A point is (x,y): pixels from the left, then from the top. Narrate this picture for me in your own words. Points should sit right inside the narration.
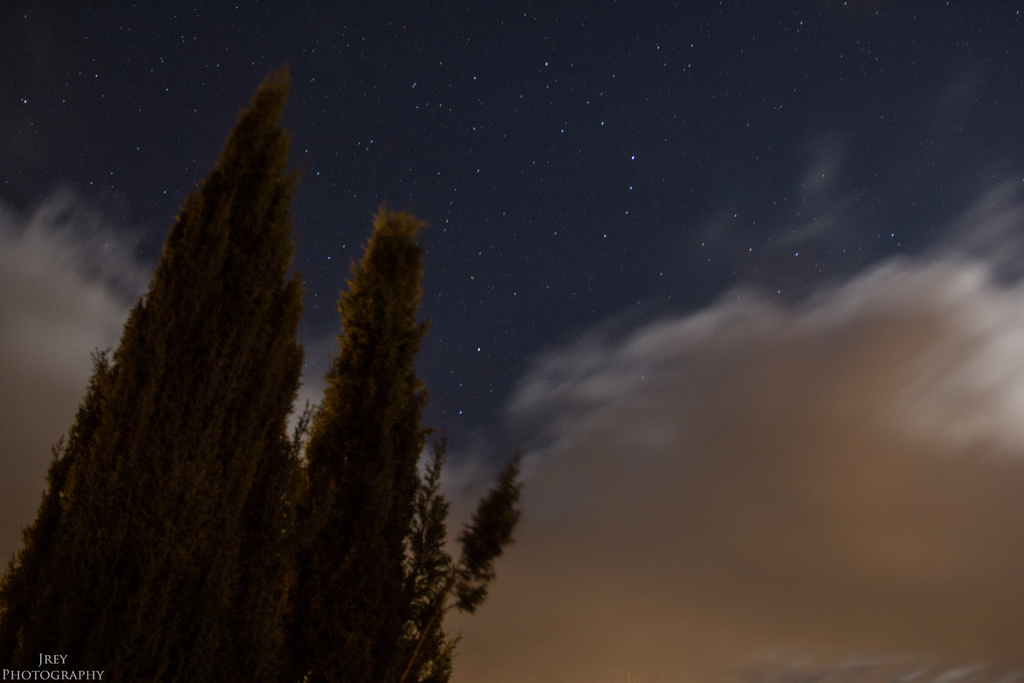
In this image on the left (268,446) there are trees (368,525). The sky (542,457) is cloud (641,406). There are stars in the sky (515,214).
